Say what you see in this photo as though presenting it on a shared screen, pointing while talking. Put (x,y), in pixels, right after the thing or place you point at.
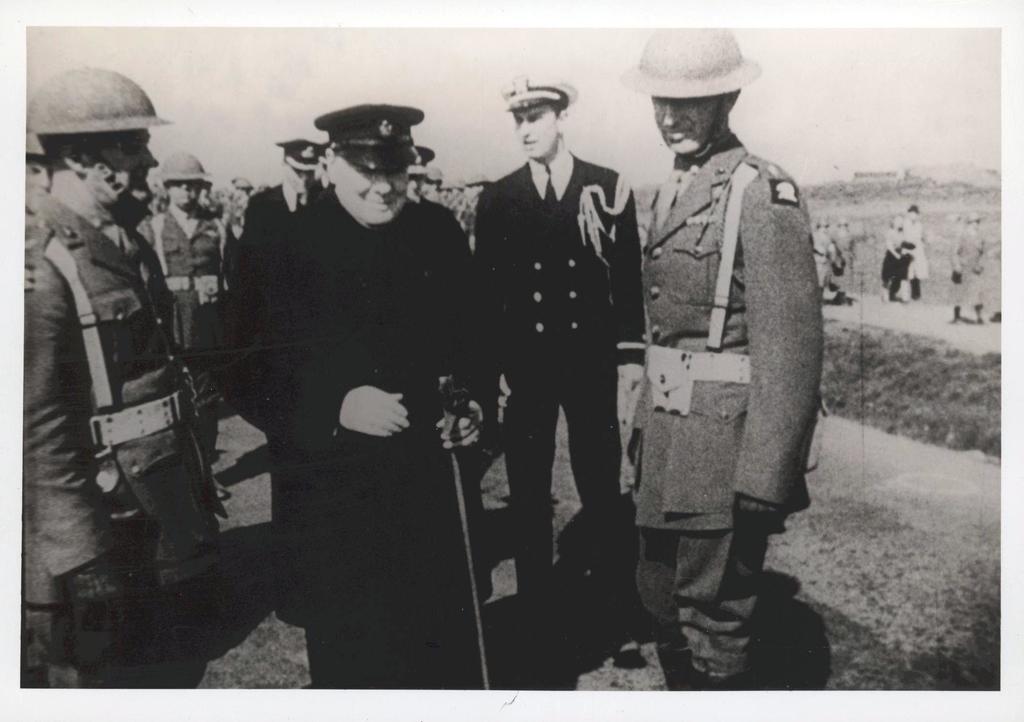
This is an edited picture. In this image there are group of people (435,295) standing. At the back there are group of people (882,259) walking. At the top (406,82) there is sky (436,89). At the bottom (907,581) there is ground (919,522).
